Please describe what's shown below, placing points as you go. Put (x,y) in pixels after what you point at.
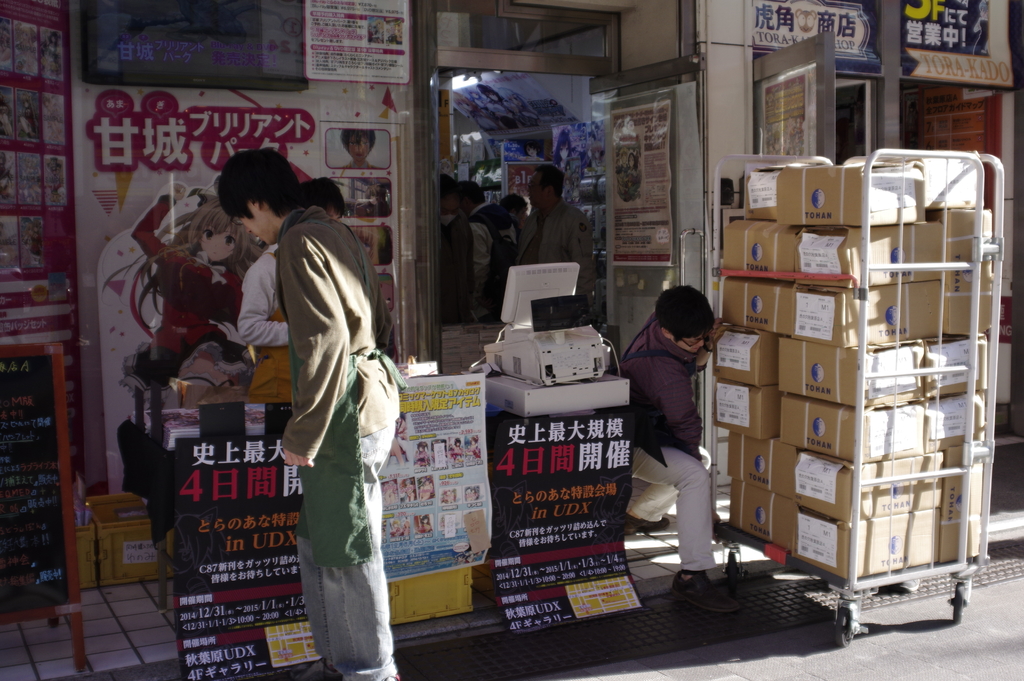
In this image it looks like it is a Japanese store (460,405) in which there are so many people (552,177). On the right side (811,487) there is a trolley (817,393) on which there are so many cardboard boxes (817,362). The man (680,406) is crouching beside the trolley (758,391). On the left side (319,455) there is a person (301,382) standing near the table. In the background (134,178) there is a poster (113,196) to the wall (125,252). On the left side (49,444) there is a board (30,520) on the floor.
